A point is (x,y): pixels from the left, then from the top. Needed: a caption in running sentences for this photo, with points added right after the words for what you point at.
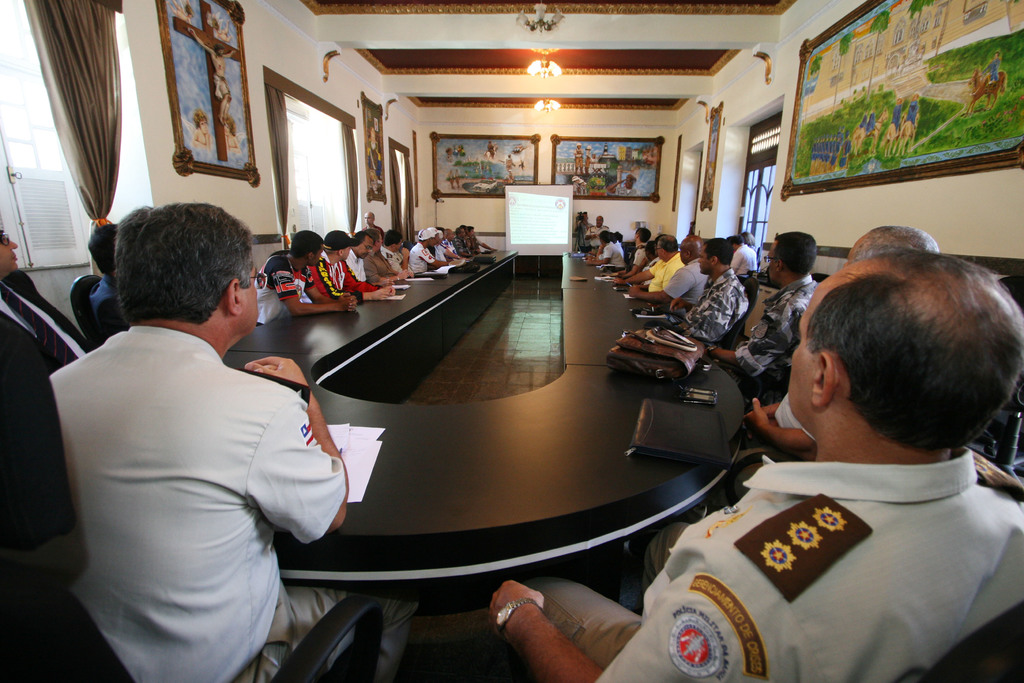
In this image I can see number of persons (227,327) are sitting on chairs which are black in color around the table (601,479) which is black in color. On the table (488,451) I can see few files (664,421), few papers (381,441) and few other objects (620,355). In the background (501,228) I can see the wall (255,212), few photo frames (251,121) attached to the wall (684,166), a screen (518,220), the ceiling (458,41) and few lights (559,21) to the ceiling (524,97). I can see few windows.
